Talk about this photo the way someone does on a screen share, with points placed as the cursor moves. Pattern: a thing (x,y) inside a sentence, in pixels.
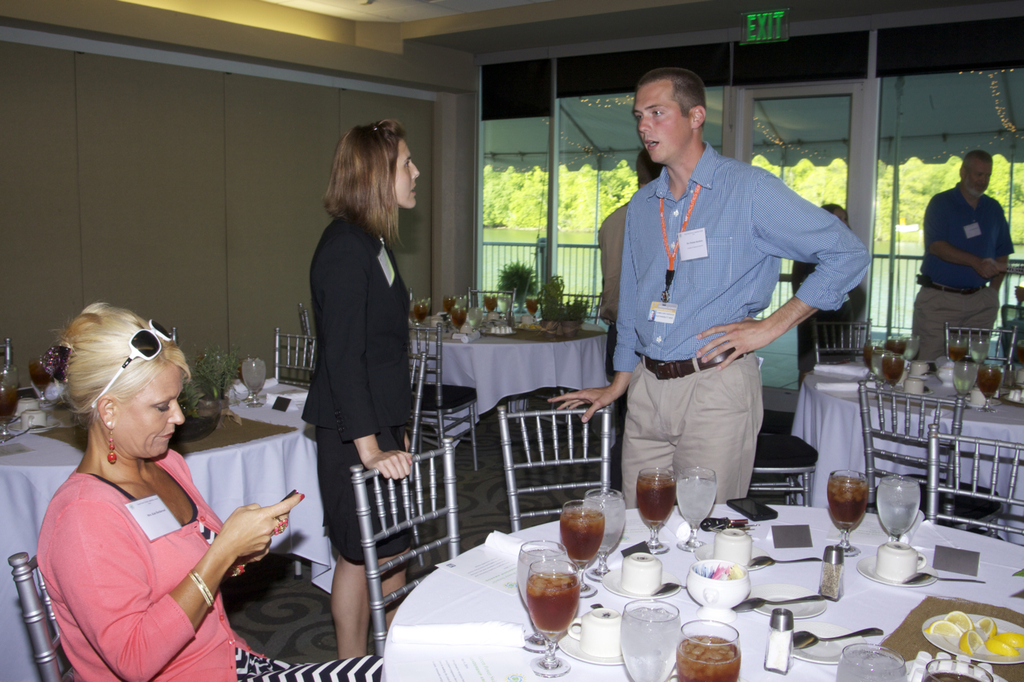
In this picture to the left (142,538), there is a woman (127,547) who is wearing a pink dress (98,537) is sitting on the chair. There is also another woman (371,325) who is wearing a black dress (334,339) is standing. There is a man (698,283) who is wearing a blue shirt (710,258) is also standing. There is a glass (561,594), a cup (588,621) and a saucer (814,657) on the table (611,667). There is a spoon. There are some lemons (967,635) on the plate (951,645). There is a chair (607,448). At the background (954,223), there is also another man (966,233) who is wearing a blue t shirt (977,243) is standing. At the background (522,279), there is a flower pot (517,277). There is a spoon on the table (733,511). There is a paper (473,668) on the table (679,539).
